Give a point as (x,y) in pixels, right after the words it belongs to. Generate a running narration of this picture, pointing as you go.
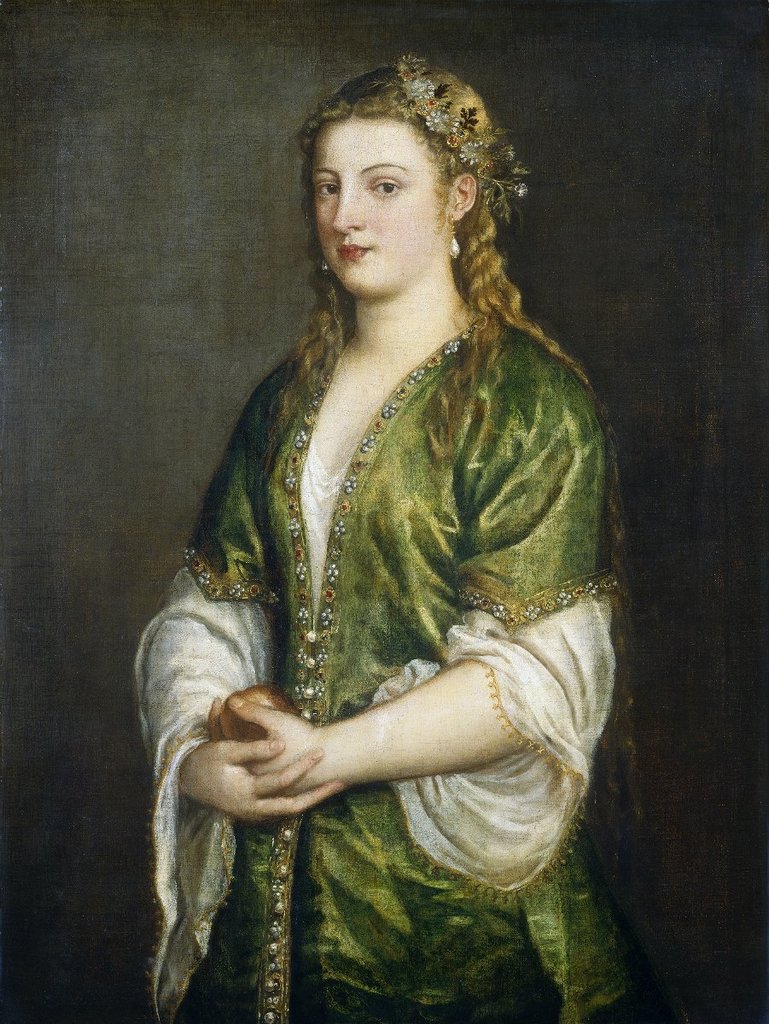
In this picture I can see a painting of a woman (360,529). The woman (379,535) is wearing green color dress (364,553). The background of the image (158,470) is dark.
